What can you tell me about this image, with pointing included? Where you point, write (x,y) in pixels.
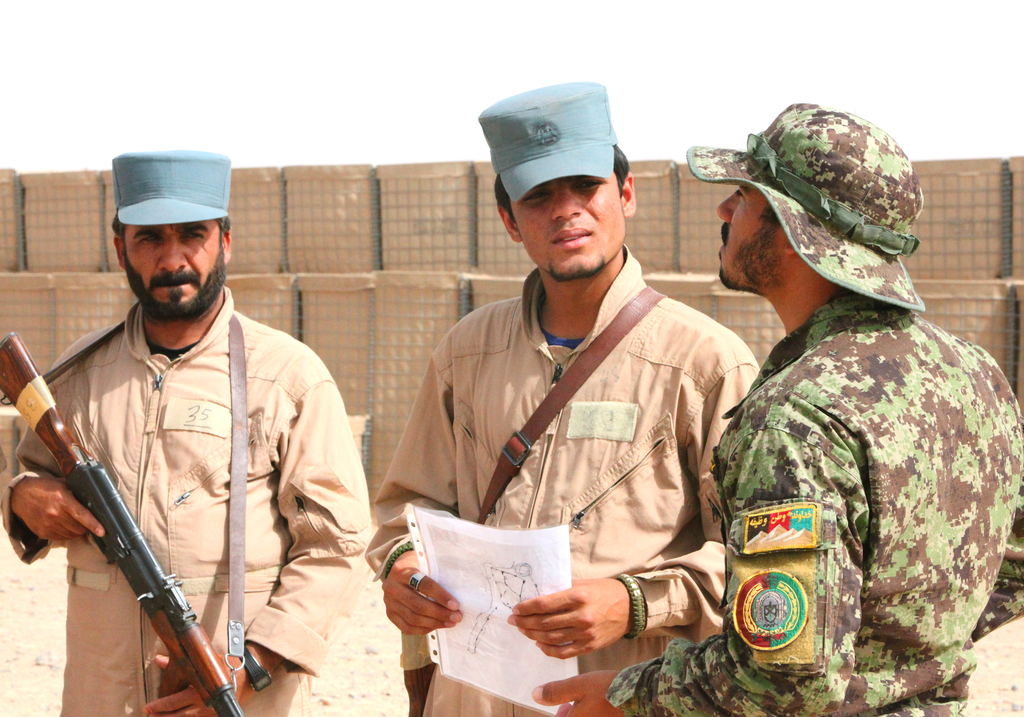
In this image we can see persons (153,387) standing and one of them is holding gun (104,518) in the hands (165,655). In the background (325,251) we can see wire mesh barriers (418,225) and sky (492,71).
